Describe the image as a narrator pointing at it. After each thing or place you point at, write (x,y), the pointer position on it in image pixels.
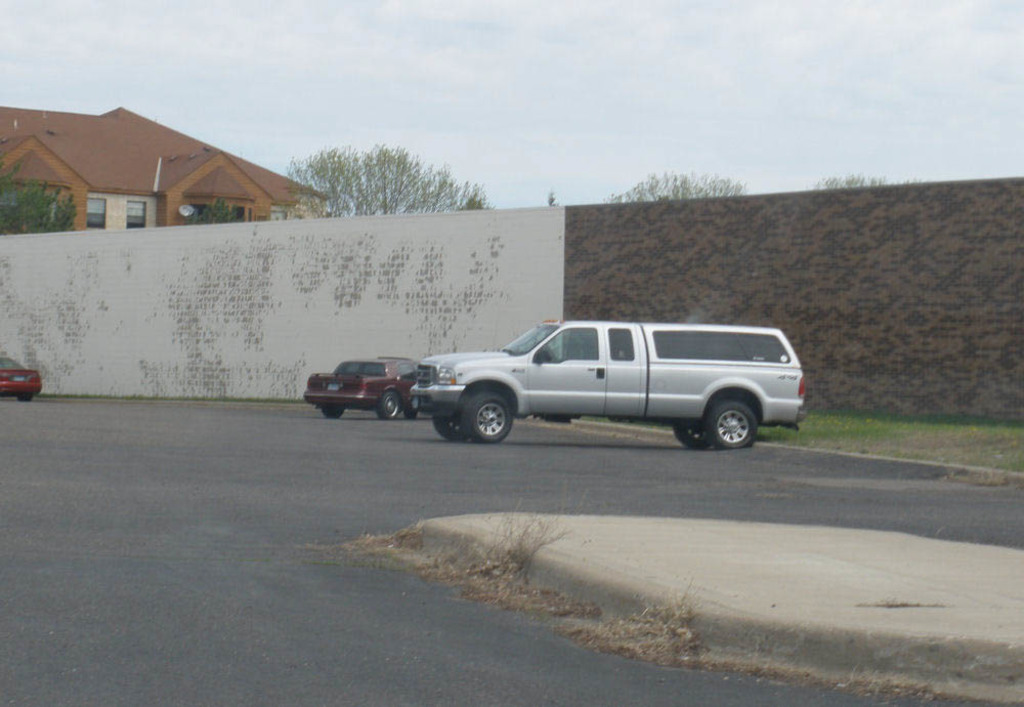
It is a car (637,391) on the road (559,436), this is the wall (486,296). On the left side (156,190) there is a house (247,171). At the top (557,49) it is the sky (574,98).
